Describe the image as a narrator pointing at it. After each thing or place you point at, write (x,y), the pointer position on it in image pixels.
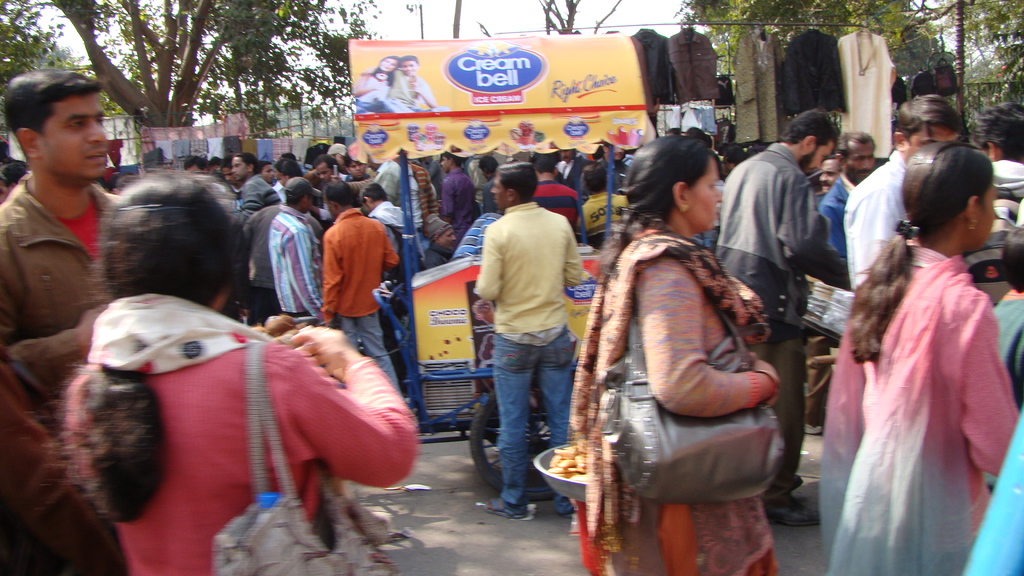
In this picture there are group of people (657,204) standing on the road (436,543) and there is a vehicle (375,146). At the back (808,67) there are clothes (742,65) hanging on the rod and there are trees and there is a fence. At the top (412,21) there is sky (410,18). At the bottom (461,499) there is a road (451,485) and there is text (485,103) and there are pictures (408,109) of two people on the vehicle (517,123).
